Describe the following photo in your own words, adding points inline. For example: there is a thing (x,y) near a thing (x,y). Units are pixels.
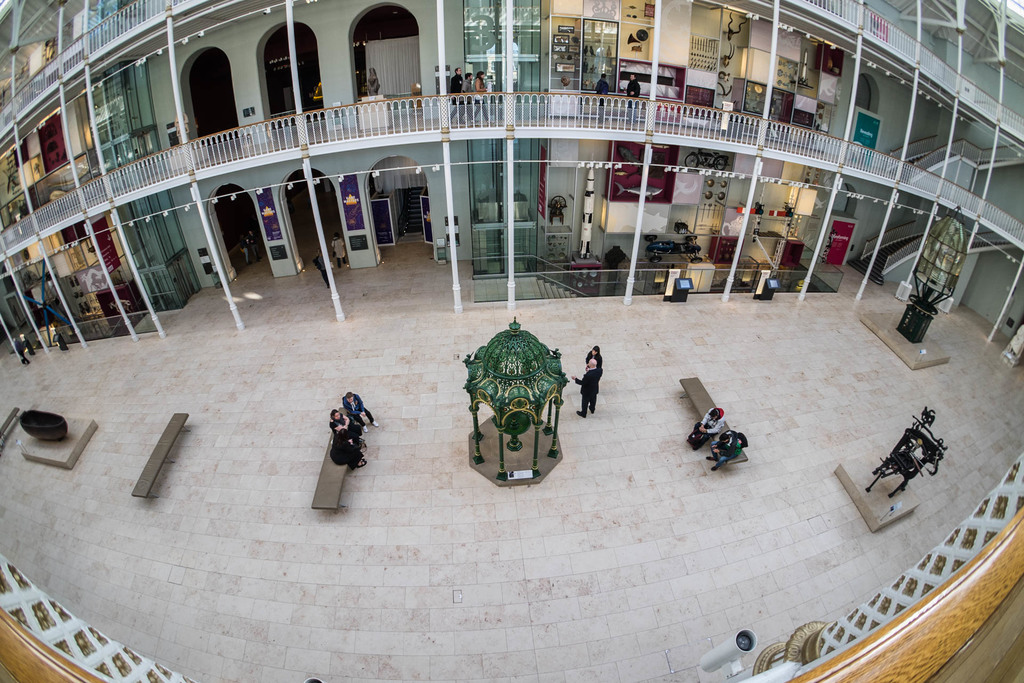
In this picture we can see an inside view of a building (314,592), here we can see people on the ground (533,562) and we can see benches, poles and some objects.
